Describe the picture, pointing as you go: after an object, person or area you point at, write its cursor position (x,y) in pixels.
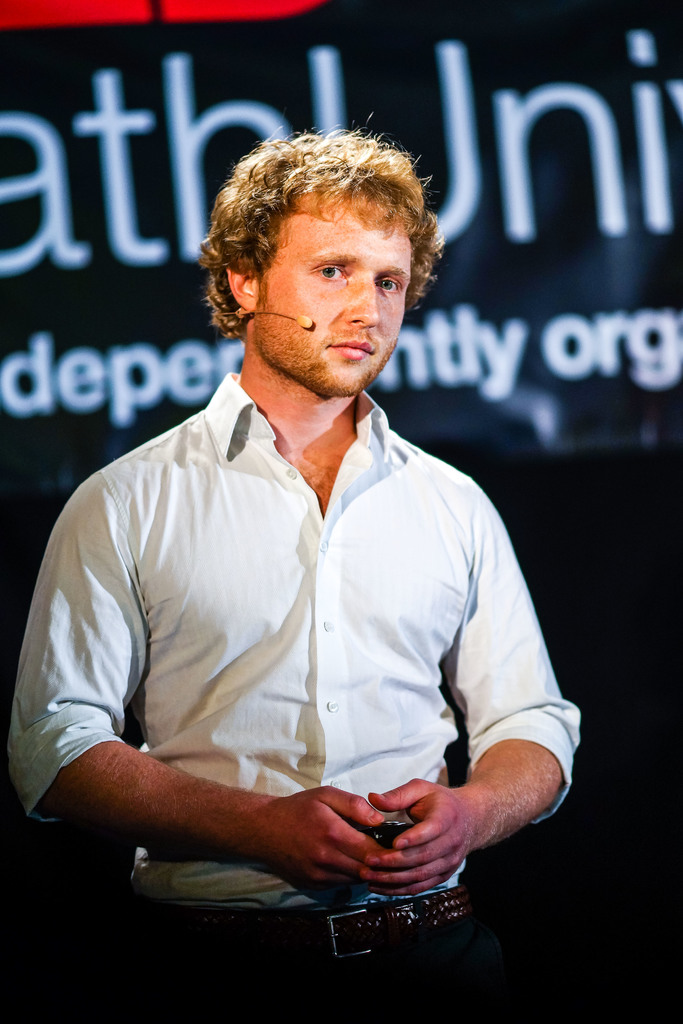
Here we can see a man (178,587) and he wore a mike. In the background (225,375) we can see a banner (583,323).
